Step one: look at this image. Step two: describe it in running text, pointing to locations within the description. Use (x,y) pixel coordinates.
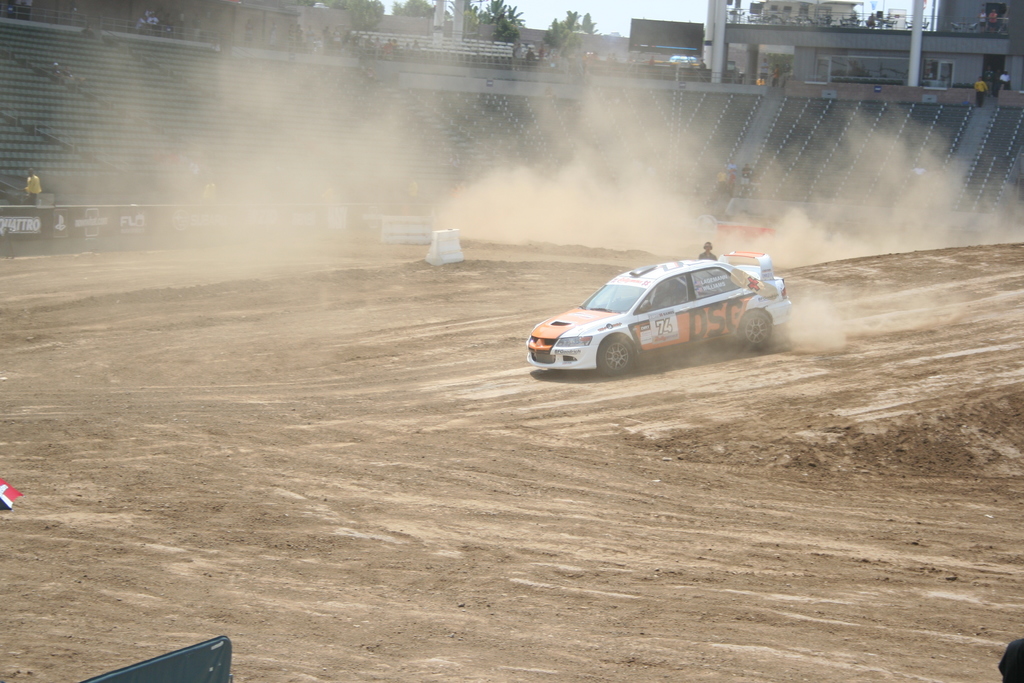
In the middle of the image (615,282) we can see a vehicle (627,277). Behind the vehicle (675,265) a person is standing and there is dust (590,189). Behind them there is fencing (6,211). Behind the fencing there is a stadium (695,84). In the stadium (471,84) few people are standing and watching. At the top of the image (604,42) there are some trees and poles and buildings (995,35).
